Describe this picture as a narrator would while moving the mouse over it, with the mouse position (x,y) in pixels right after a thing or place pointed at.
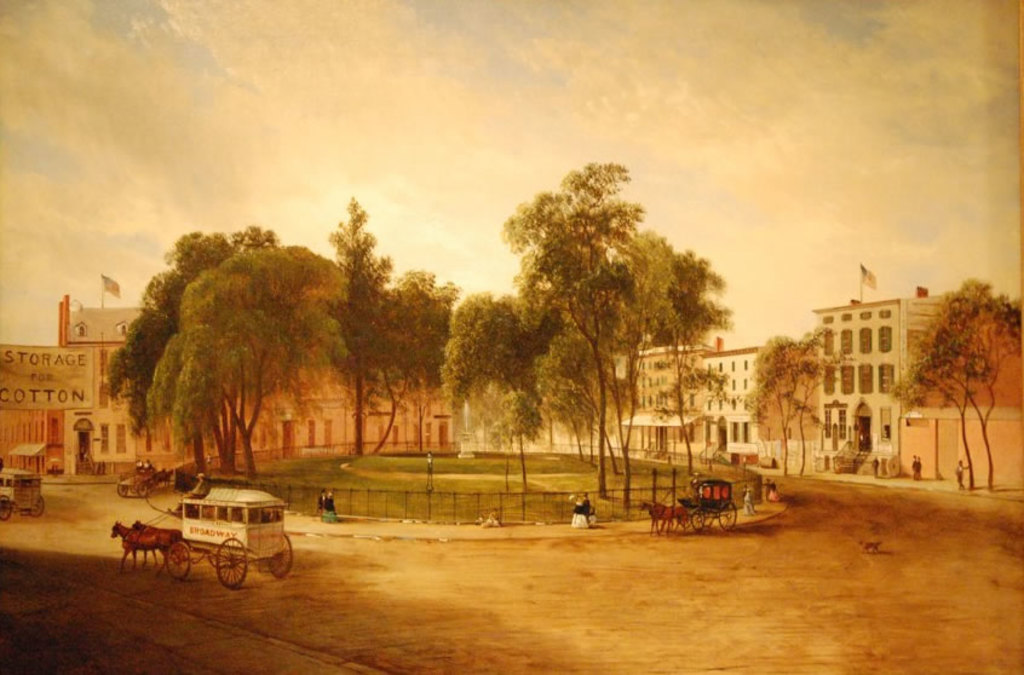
In this picture we can see vehicles (32,513) and horse carts (147,545) on the road (598,560), trees (326,326), fence (502,491), grass (460,479), buildings (387,441) with windows (870,366), flags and some people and in the background (464,45) we can see the sky (468,120) with clouds (479,186).
